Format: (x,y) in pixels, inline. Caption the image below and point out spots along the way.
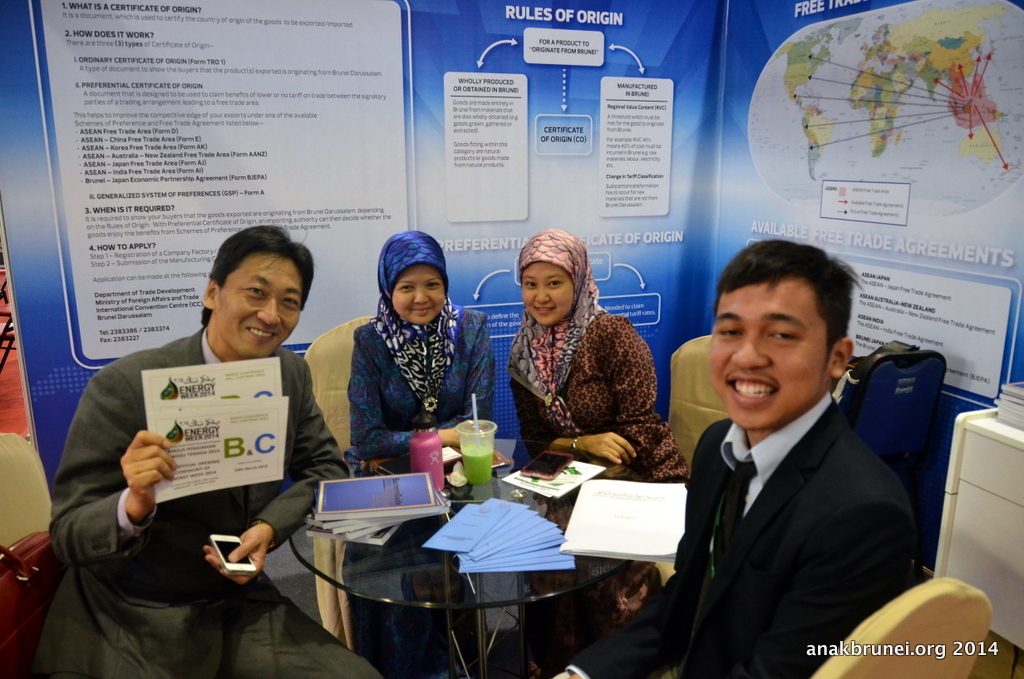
4 persons (83,475) are sitting on the chairs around the table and laughing behind them there are banners (440,226).
